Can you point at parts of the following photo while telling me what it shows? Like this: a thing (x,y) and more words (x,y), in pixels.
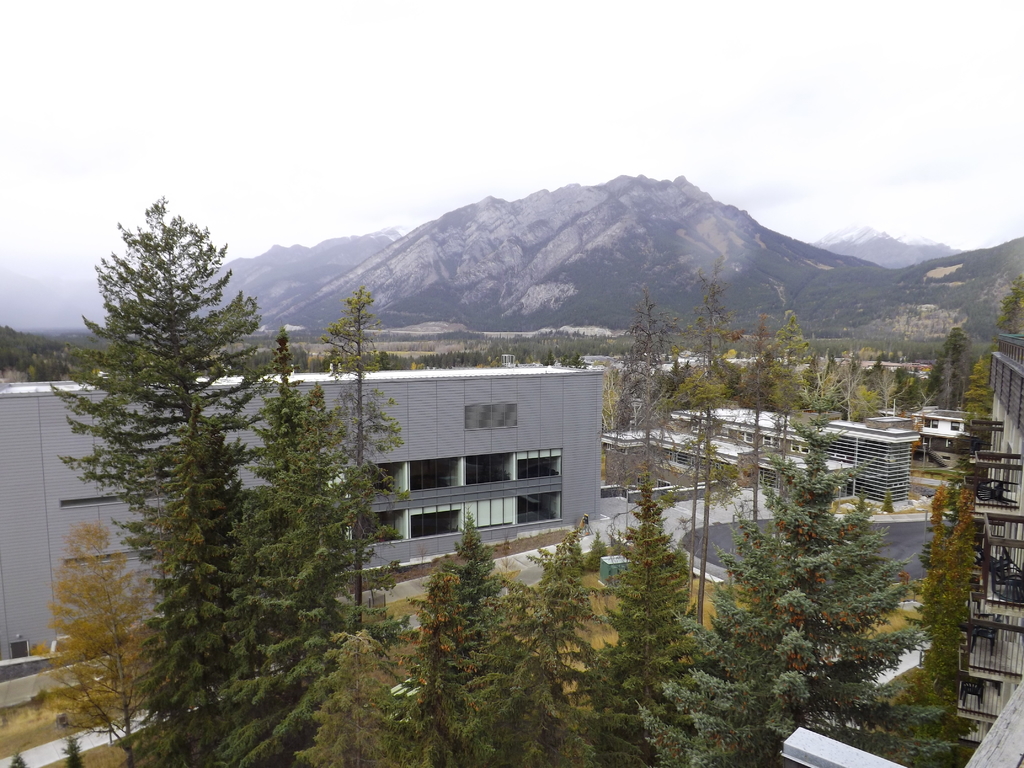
In the picture we can see some trees (793,567) and behind it, we can see some house buildings (439,539) and behind it also we can see some trees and far away from it we can see the hills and the sky (579,15).
